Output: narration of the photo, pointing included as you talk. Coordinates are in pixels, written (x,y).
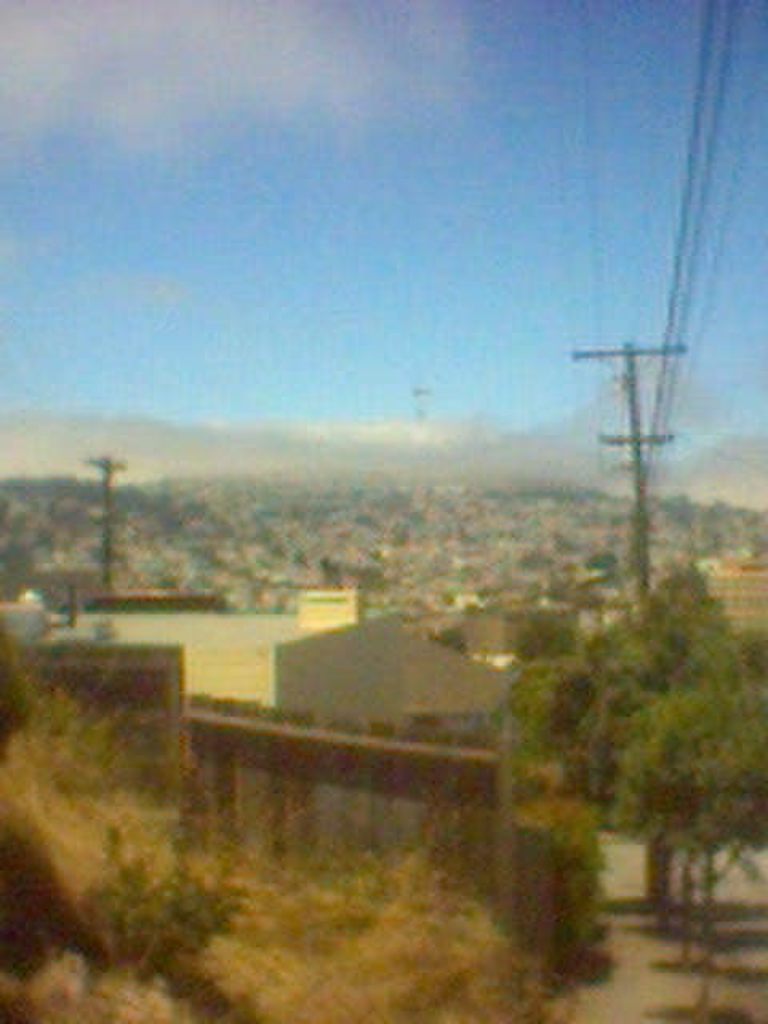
In this image there are houses (371,648), trees (648,698), poles (105,526), wires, in the background (551,522) there are mountains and the sky (412,284) and it is blurred.
